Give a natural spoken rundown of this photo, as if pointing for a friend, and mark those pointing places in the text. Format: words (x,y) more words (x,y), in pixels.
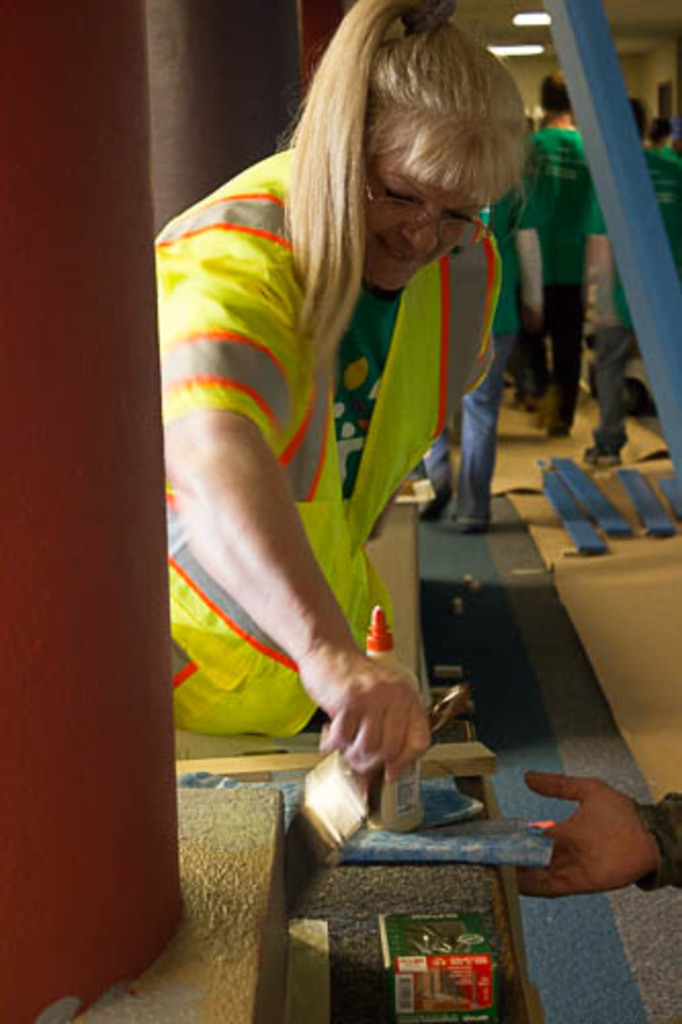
In the center of the image (249,625) we can see a person (328,428) is standing and she is holding an object (334,794). In front of her, we can see one solid structure (229,882). On the solid structure (367,951), we can see some objects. On the right side of the image (624,838), we can see the hand (645,838) of a person (655,853). In the background (573,248) there is a wall (662,47), lights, few people (546,109) are standing and a few other objects (637,302).
